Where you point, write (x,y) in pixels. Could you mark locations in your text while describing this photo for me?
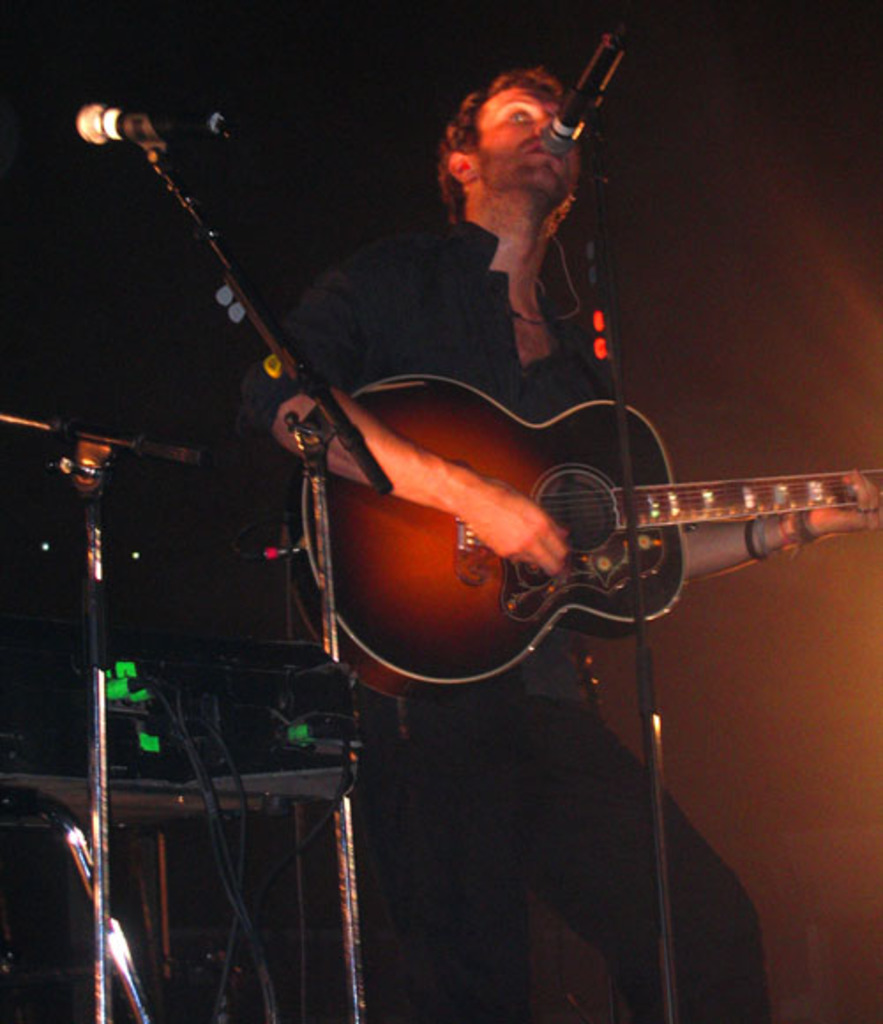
In this image i can see a person (477,507) standing and holding a guitar (563,615) in his hands (475,488). I can see a microphone (574,91) in front of him.
